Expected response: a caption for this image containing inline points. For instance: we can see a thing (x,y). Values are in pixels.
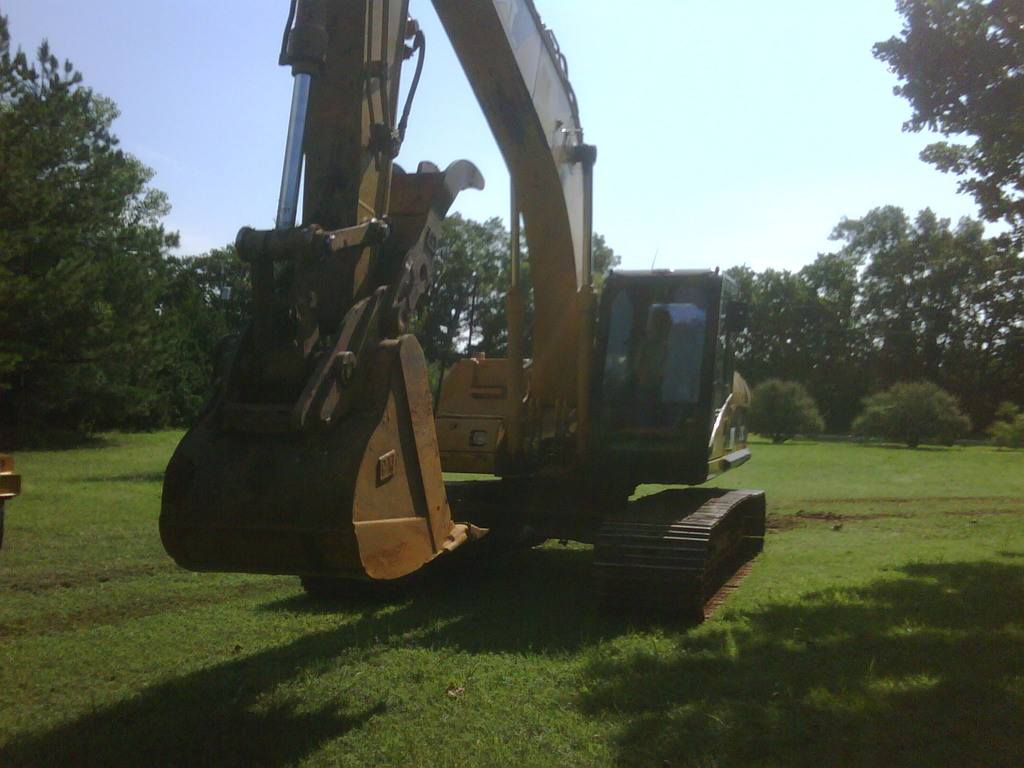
In this image, we can see an excavator (168,533). We can see the ground (237,596) with some grass (902,523). We can see some plants (891,399), trees (27,280). We can also see an object (6,487) on the left (17,486). We can see the sky (285,14).
